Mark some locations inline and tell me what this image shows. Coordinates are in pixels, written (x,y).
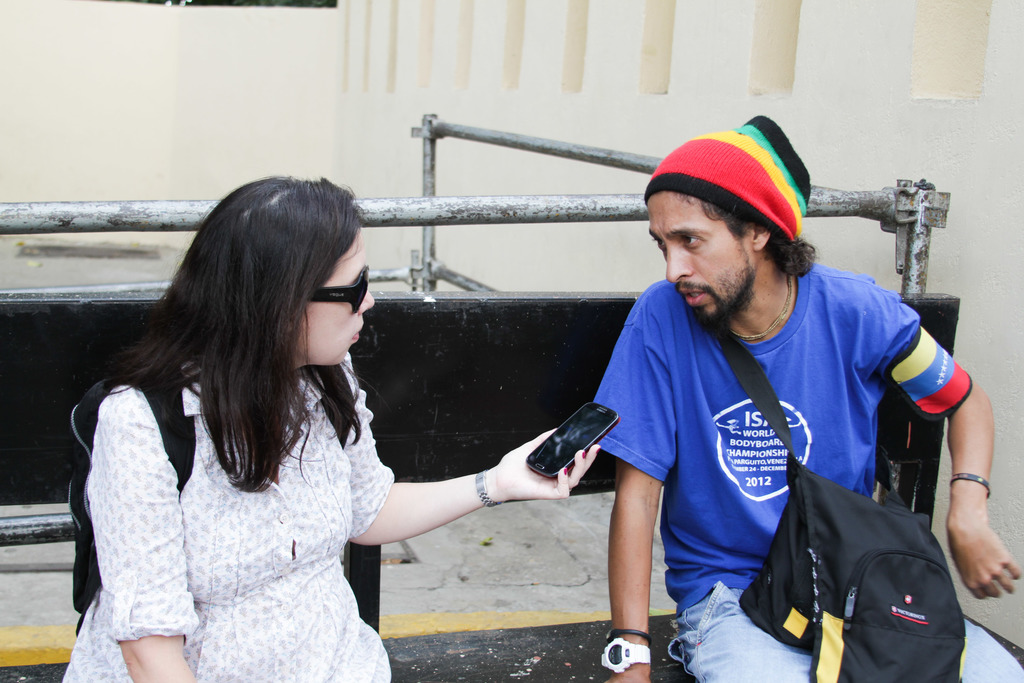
As we can see in the image there is a building (410,75) and two people (337,408) sitting on bench (499,671). The man (669,483) on the right side (817,404) is wearing cap (764,155), blue color t shirt (760,358) and black color bag (859,582). The woman (244,321) on the left side (279,448) is wearing white color dress (215,503) and holding a mobile phone (540,460).
